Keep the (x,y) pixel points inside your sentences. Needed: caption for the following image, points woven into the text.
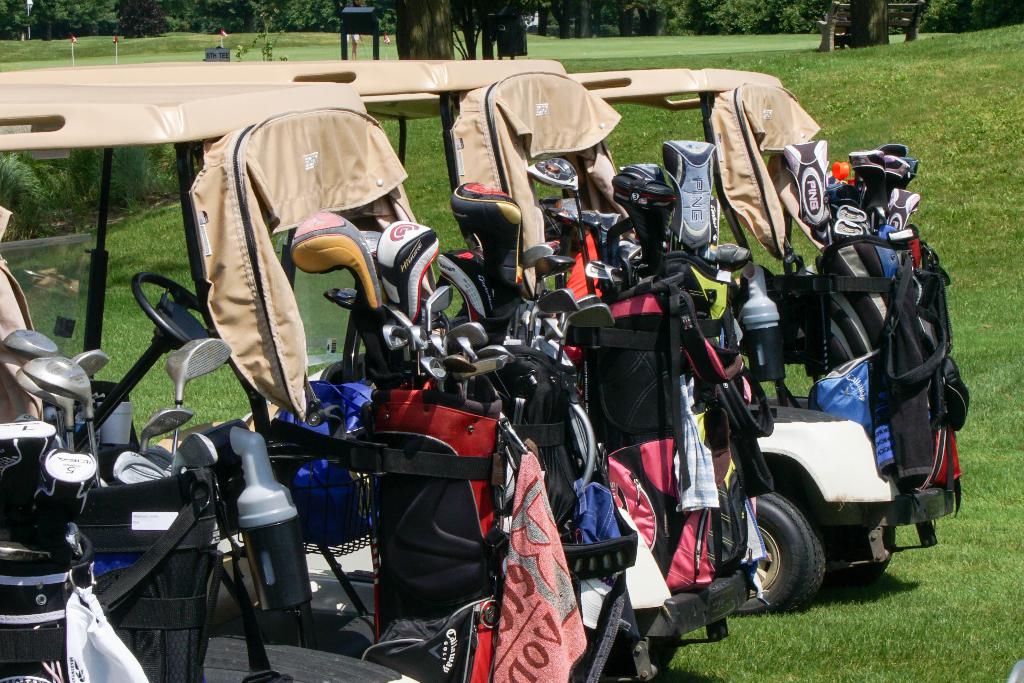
In this picture I can see there are bags (111,506) in the vehicle (271,387) and the bags (190,523) are filled with golf clubs (403,292) and in the backdrop (983,176) I can see there are trees (617,12), pitch (659,48).
